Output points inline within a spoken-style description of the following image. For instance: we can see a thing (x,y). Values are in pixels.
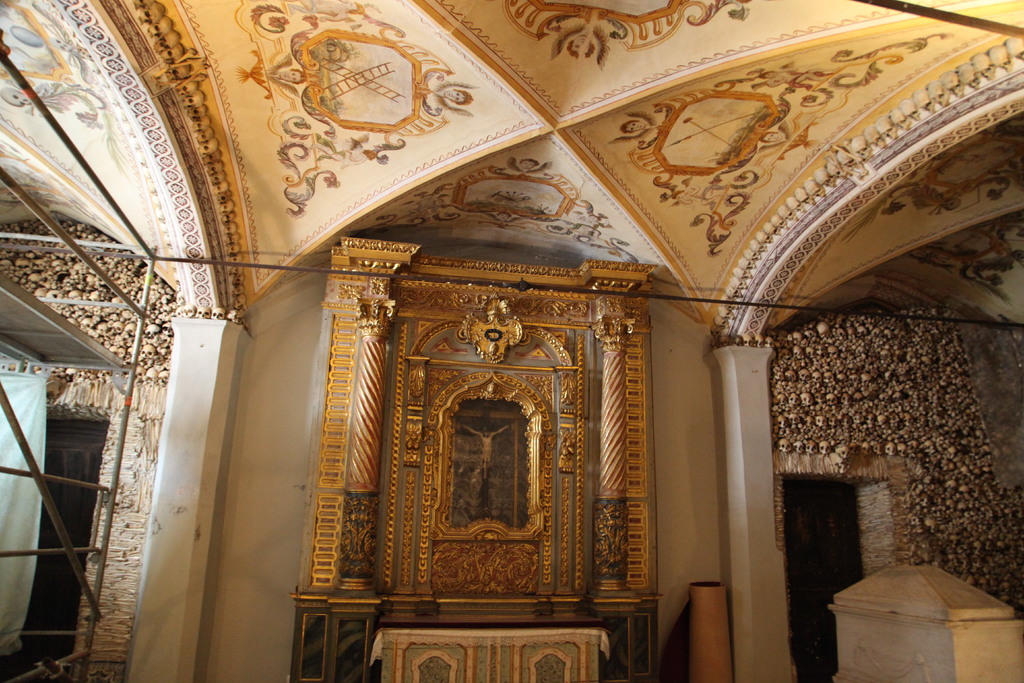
This image is an inside view. In this image there is a Jesus (484,433) with two pillars (619,410) attached to the wall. At the top (486,86) there is a roof (640,125) for shelter. And on the left (36,361) there is an iron rack (77,568) and on the right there is small pillar (967,620). Cloth (23,521) is also visible.
